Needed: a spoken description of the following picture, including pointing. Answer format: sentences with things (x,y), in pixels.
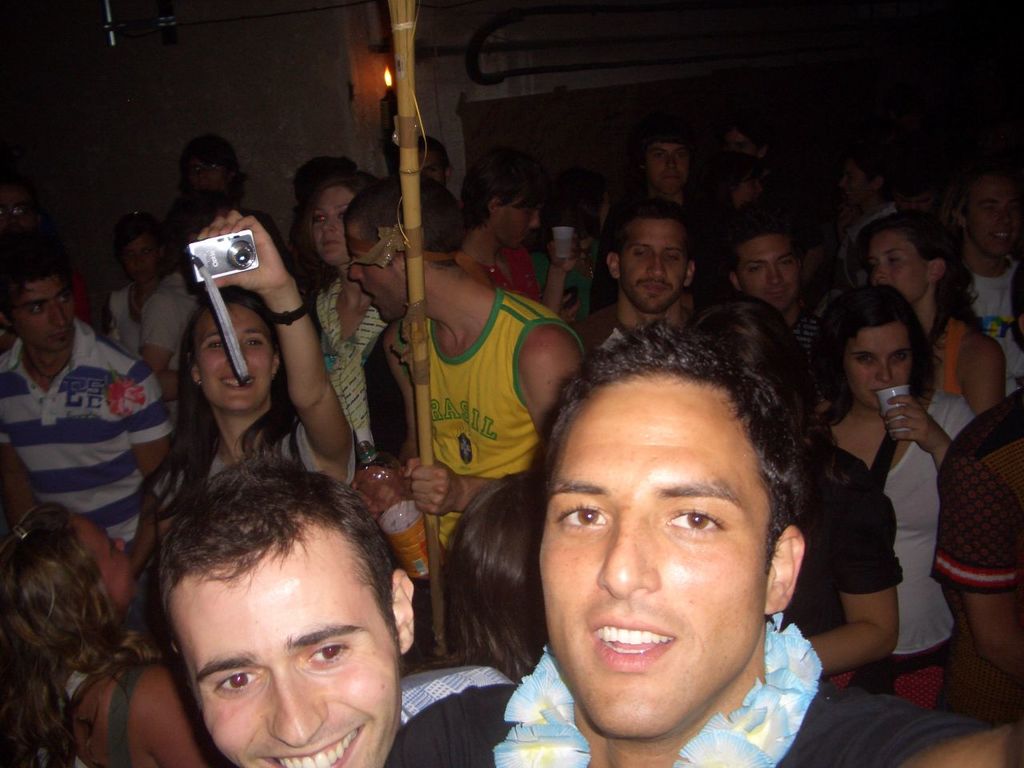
In this picture, we see many people (350,603) standing. The man (462,420) in the middle of the picture (466,358) wearing a yellow t-shirt (466,378) is holding a wooden stick (414,169) in one of his hands (451,501) and in the other hand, he is holding a bottle (407,556). Beside him, woman (252,409) in grey t-shirt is holding a camera (190,242) in her hand (236,283) and she is clicking photos on the camera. We see two men (225,664) at the bottom of the picture (244,549) are smiling. In the background (548,147), it is dark and this picture might be clicked in the dark.
